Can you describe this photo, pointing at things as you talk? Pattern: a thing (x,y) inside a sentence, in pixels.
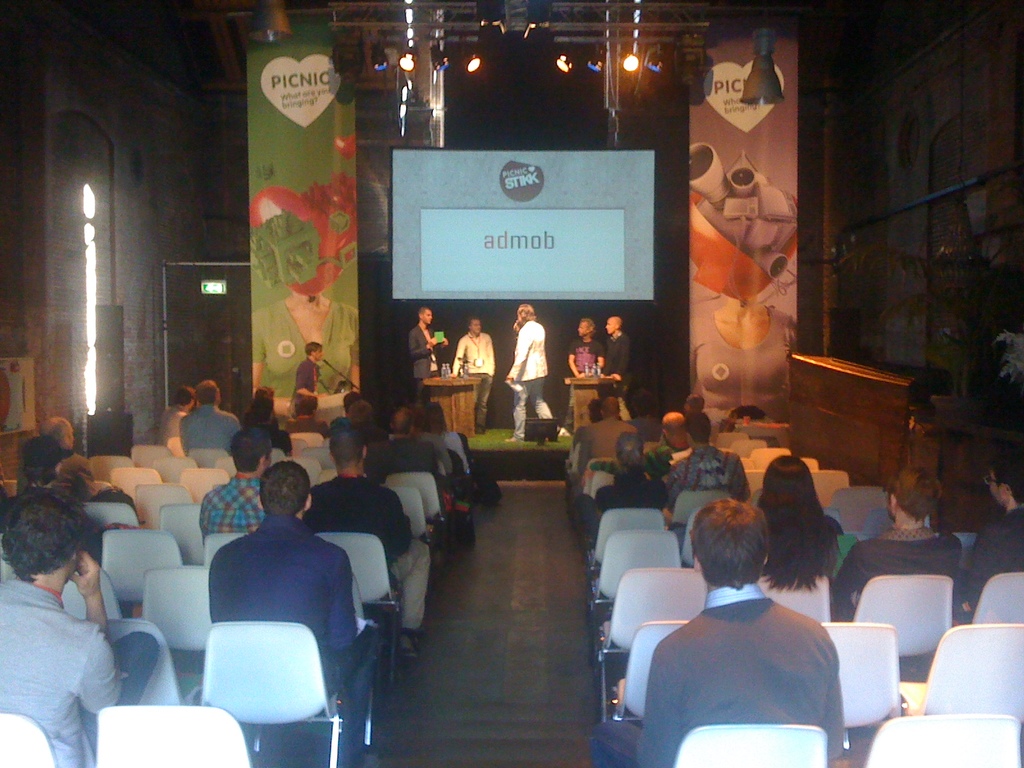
Here we can see a group of people (782,509) sitting on chairs (316,437) they are here for attending a meeting and on the stage (515,428) there are group of people (624,355) standing with microphones (329,367) in their hand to speak and behind them there is a digital screen (403,204) and at the top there are fancy lights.
